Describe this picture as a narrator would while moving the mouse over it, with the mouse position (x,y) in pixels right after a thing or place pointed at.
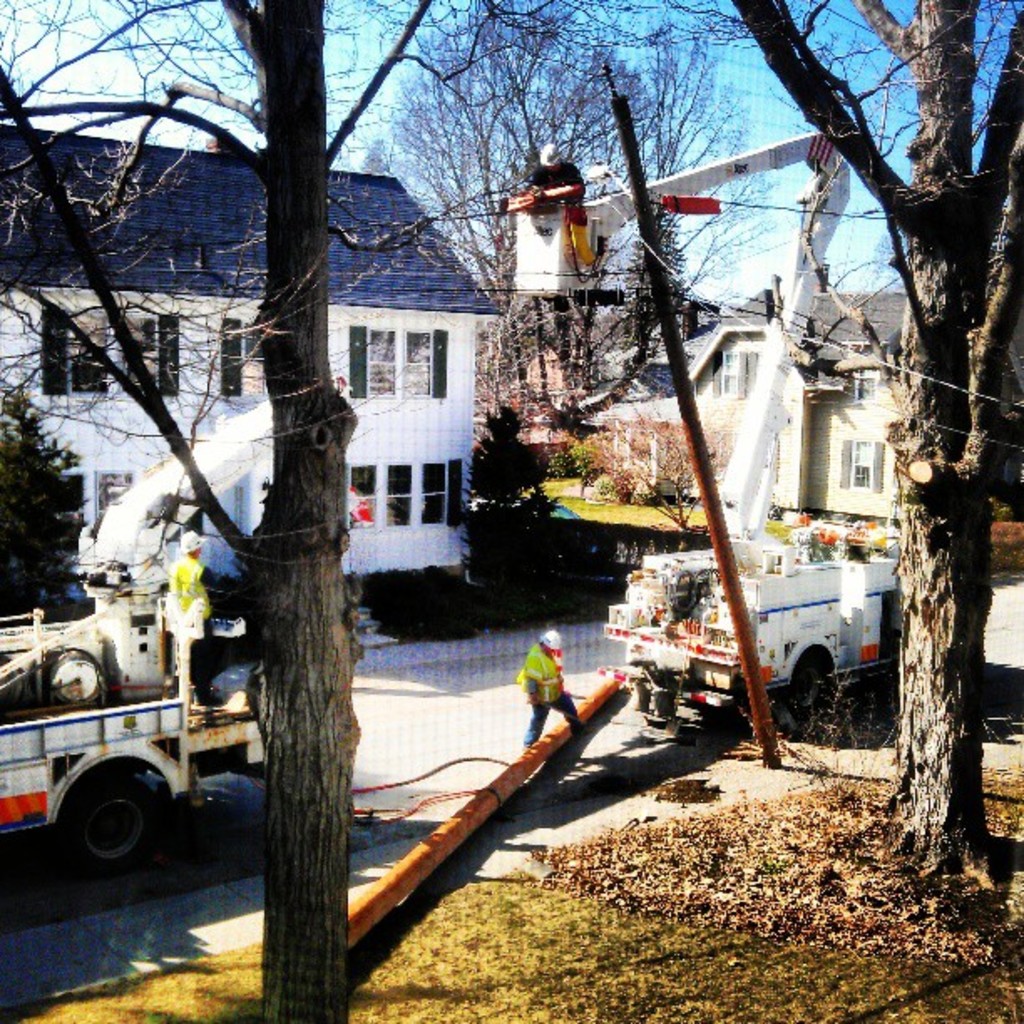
There are vehicles (889,542) on the road (523,708). Here we can see poles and trees (956,698). There are three persons (556,649). In the background (860,382) we can see houses (867,396) and sky (745,103).
